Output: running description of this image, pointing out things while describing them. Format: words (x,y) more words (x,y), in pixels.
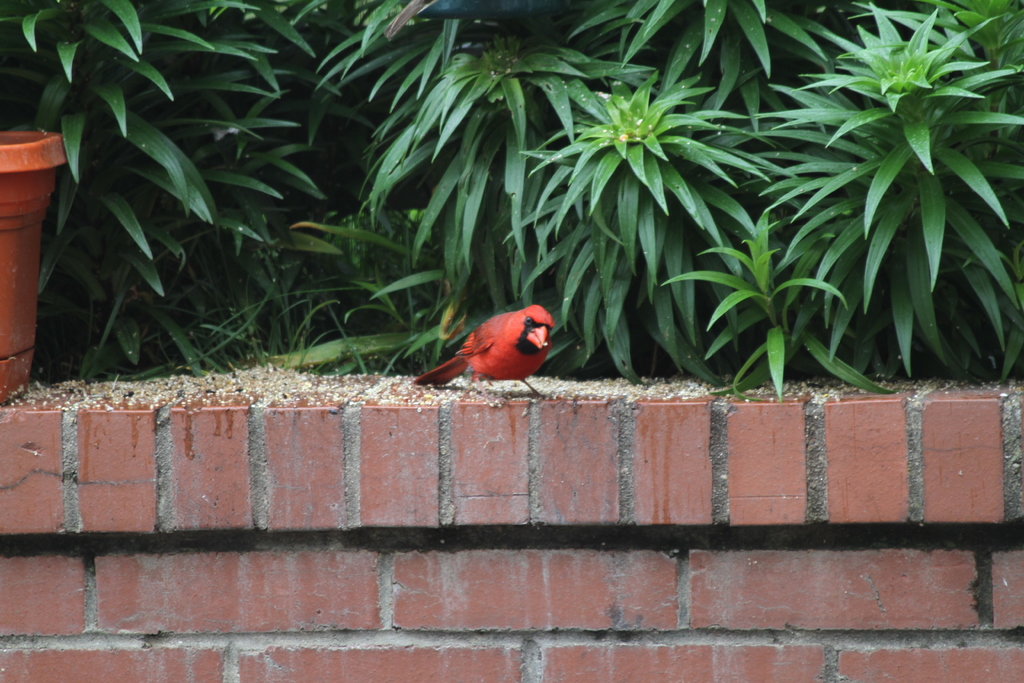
In the middle of this image (485,330), there is a bird (502,314) in red color standing on a brick wall (677,472). On the left side (16,304), there is a potted plant (25,145). In the background (681,177), there are plants (758,158) having green color leaves (989,78).
